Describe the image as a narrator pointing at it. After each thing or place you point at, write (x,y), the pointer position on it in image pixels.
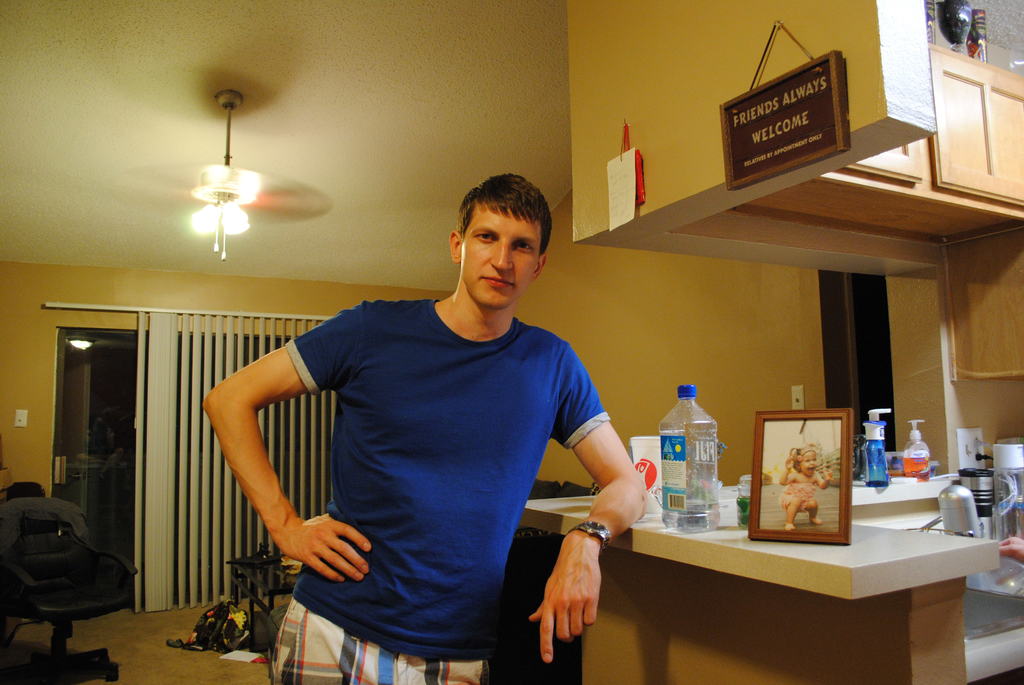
The image is taken in the room (396,213). In the center of the image (408,367) there is a man (472,477) standing beside him there is a counter table (828,590). On the counter table (759,566) there are bottles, jars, glasses (659,488) and frame (802,503). In the background (222,360) there is a door (101,458) and curtain (181,463). At the top (215,198) there is a chandelier (235,212).
